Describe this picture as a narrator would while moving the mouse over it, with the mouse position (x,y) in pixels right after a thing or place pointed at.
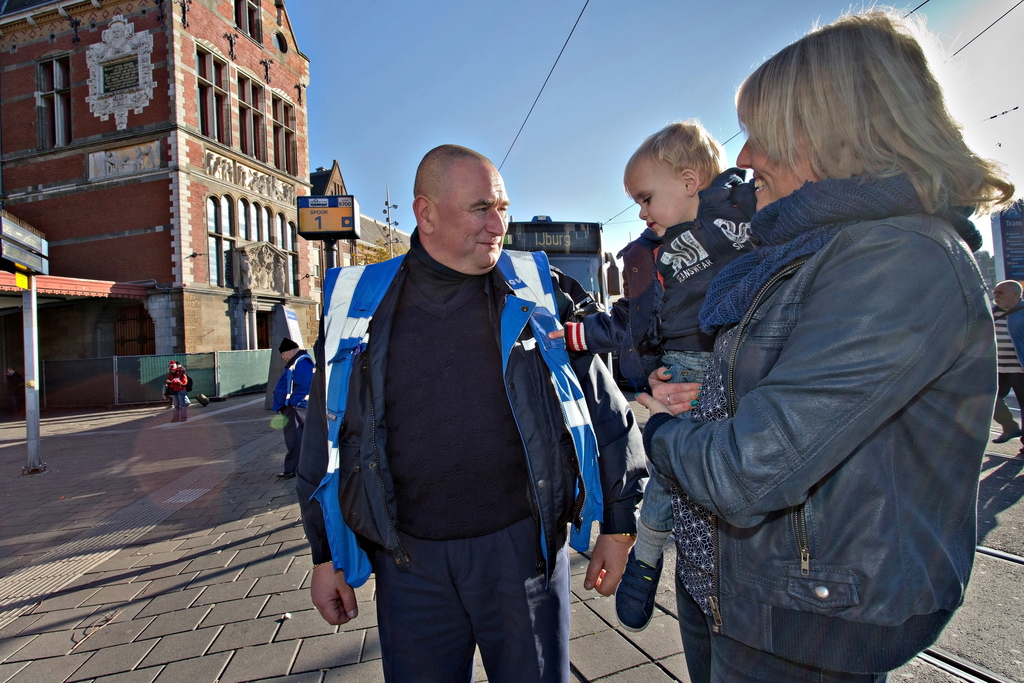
In this image, I can see few people (458,387) standing. The person (802,489) on the right side (817,493) is carrying a boy (672,360). In the background (222,213), I can see the buildings (215,241). This looks like a board (351,206). On the left side of the image (136,382), I can see the iron grilles (203,361), which are in front of a building (167,336). At the top of the image (379,68), I can see the sky (730,40).
